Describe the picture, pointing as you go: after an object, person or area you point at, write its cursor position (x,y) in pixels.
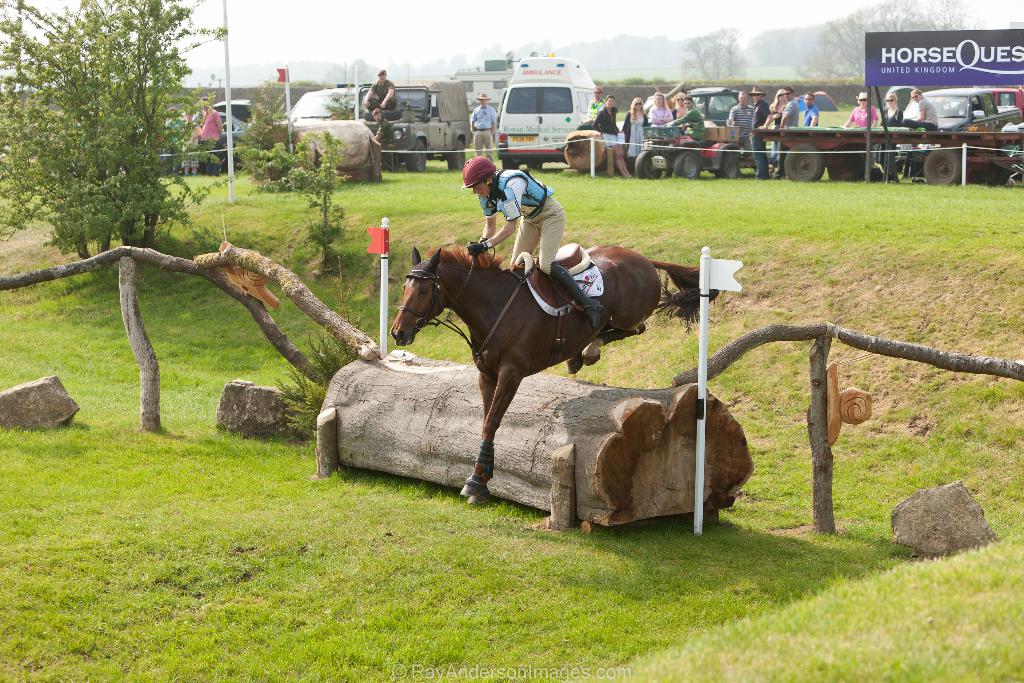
In the picture we can see a person (521,209) wearing helmet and shoes (571,289) sitting on horse (475,306) which is jumping off the wooden log (417,368), there is grass (53,228) and in the background (222,123) there are some persons (659,123) standing, we can see vehicles (429,113) which are parked and there are some trees (725,57), top of the picture (648,38) there is clear sky (322,26).
